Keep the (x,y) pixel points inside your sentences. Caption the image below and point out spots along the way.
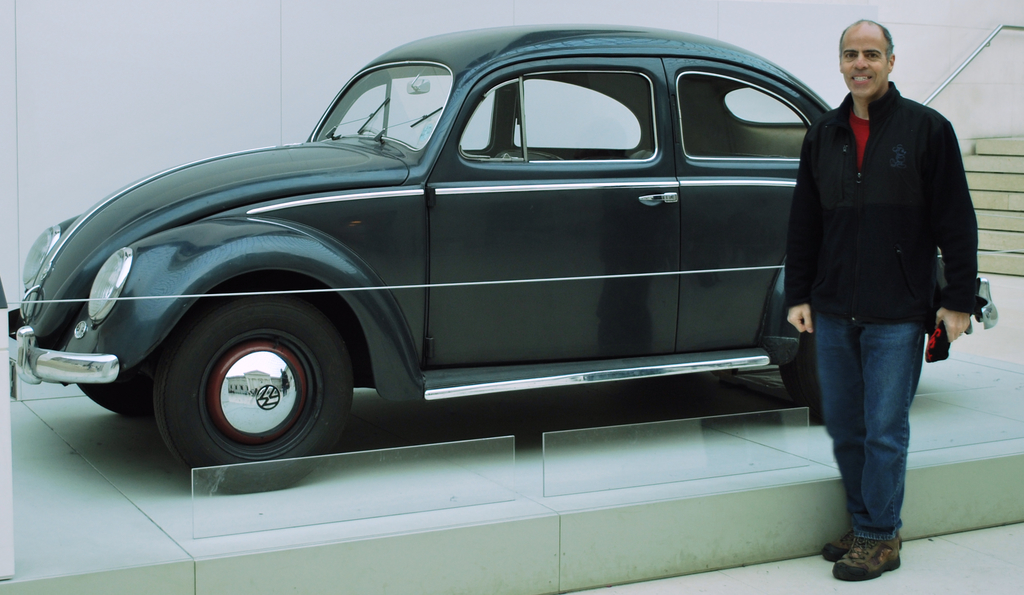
On the right (849,195) there is a person (915,248) standing wearing a black jacket (881,190). In the center of the picture (435,230) there is a car (603,183). In the background (989,207) towards right (993,182) there is staircase (1002,176). In the background (289,25) it is wall (848,11) painted white. On the left (6,467) there is an object (1,452).
